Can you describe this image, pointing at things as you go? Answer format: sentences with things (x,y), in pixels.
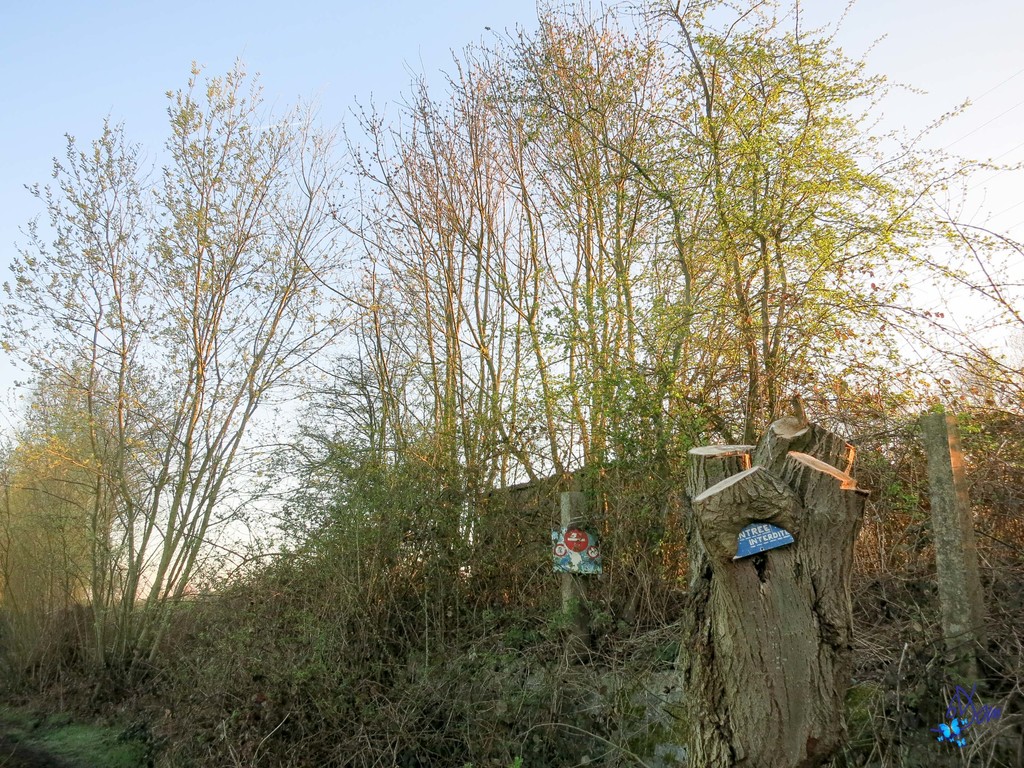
In this image we can see group of trees (640,431), some plants (533,596), a signboard (598,554), poles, the bark of a tree (826,579) and the sky (358,312) which looks clear.
